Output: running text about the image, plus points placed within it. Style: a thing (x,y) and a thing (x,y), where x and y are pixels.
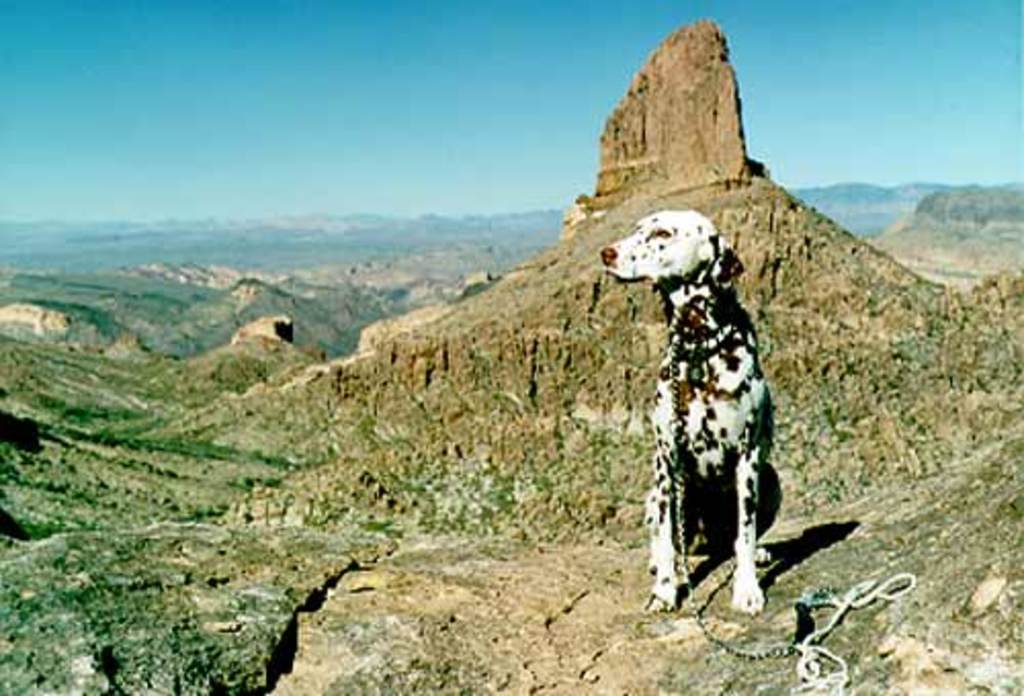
In this picture we can see a dog (660,386) and a chain (680,528), in the background (580,273) we can find few hills (747,173).
